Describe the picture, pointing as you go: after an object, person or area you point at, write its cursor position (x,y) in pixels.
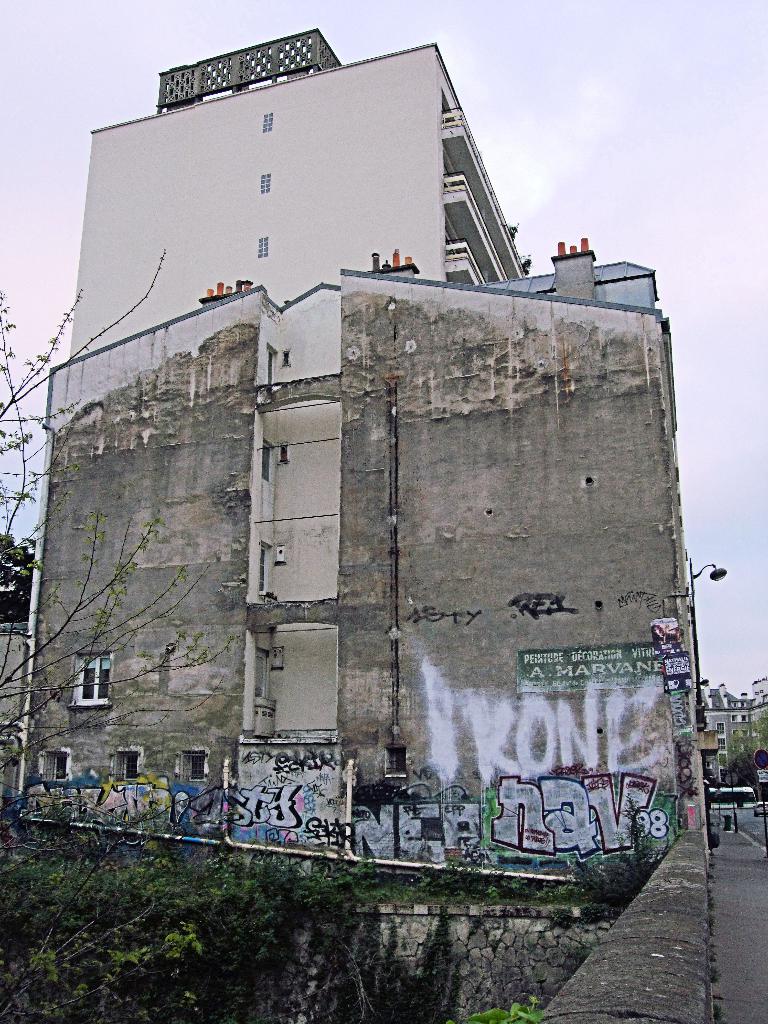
This image is taken outdoors. At the top of the image (593,124) there is a sky (596,164) with clouds (343,31). On the left side of the image (110,924) there are a few trees (113,933) and there is a building (392,499) with a few walls (474,597), windows (263,192), balconies (457,219) and roofs (498,292). On the right side of the image (734,872) there is a road (734,921) with a few sign boards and poles (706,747) and there are a few buildings (738,721).
